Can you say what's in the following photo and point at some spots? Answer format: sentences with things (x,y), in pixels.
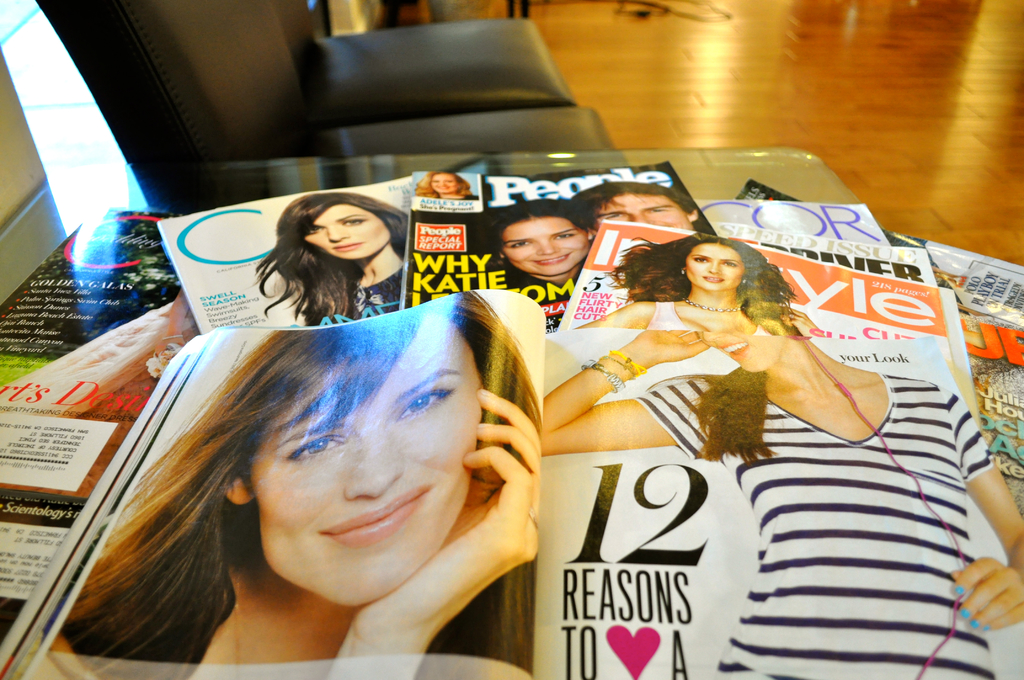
In this image there are magazines (191,253) on the table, and in the background (459,79) there are chairs (530,58) and some objects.
